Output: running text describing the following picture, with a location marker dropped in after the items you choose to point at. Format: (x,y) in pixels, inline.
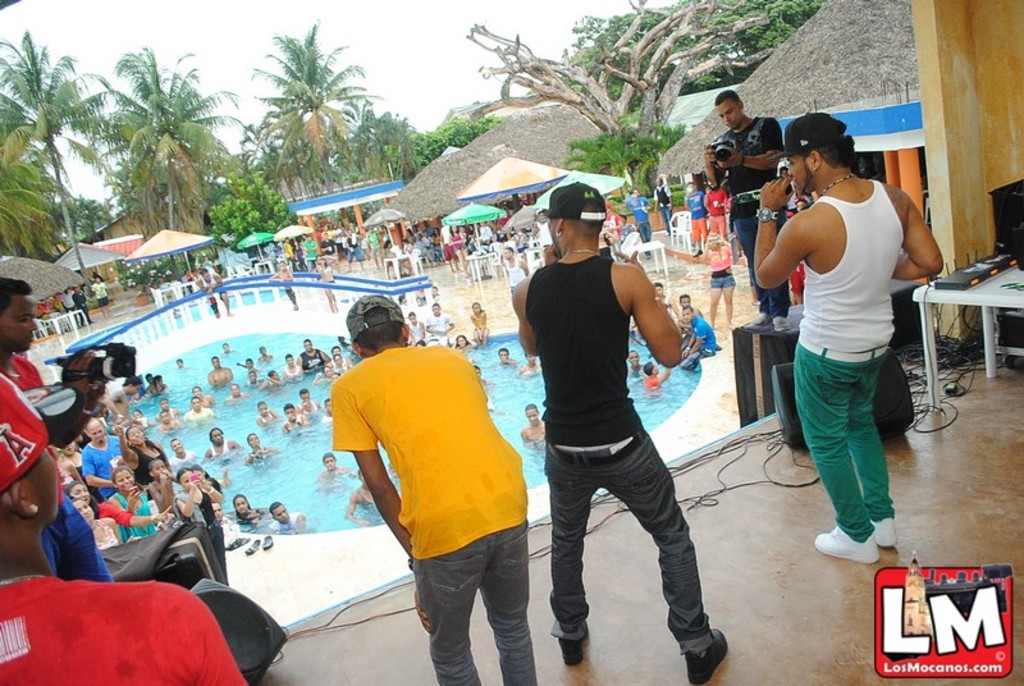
In this image we can see a few people (684,541) standing on the stage (710,553). There are many people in the swimming pool (273,434). There are few umbrellas (504,161) in the image. There is a table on the stage (982,412).
